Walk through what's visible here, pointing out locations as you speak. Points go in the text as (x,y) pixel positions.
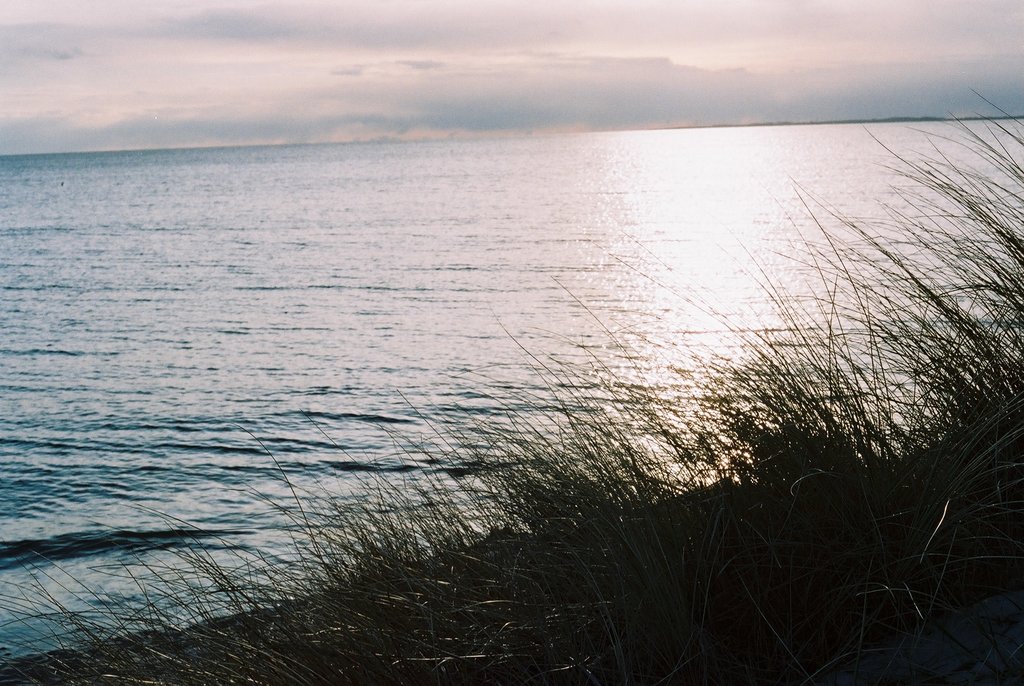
In the picture I can see the ocean (642,356). I can see the green grass (634,525) at the bottom of the picture (687,519). There are clouds (544,101) in the sky (680,71).
